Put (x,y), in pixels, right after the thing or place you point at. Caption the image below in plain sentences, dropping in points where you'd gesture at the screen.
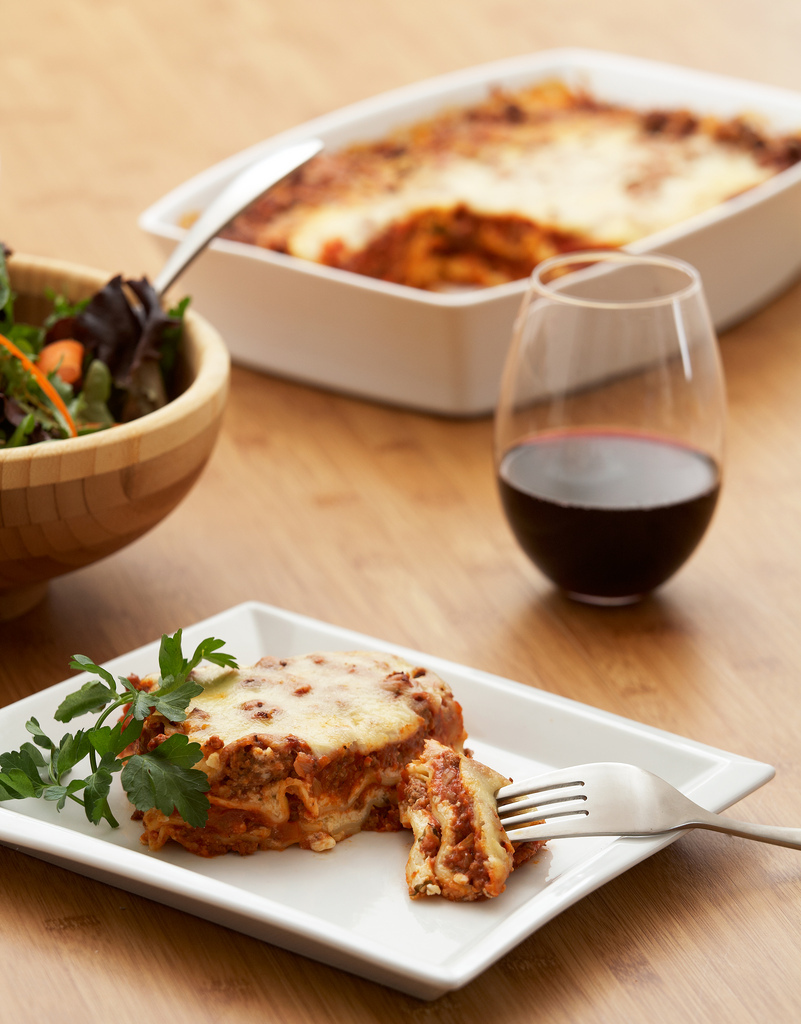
In this image food (306,743) is placed in a white plate (379,900) with a fork (539,813). In the background (130,386) there is also a bowl (131,372) of food (144,385) with a spoon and also a food (523,211) in the white container (500,315). There is also drink (621,462) in the glass (621,447) and these items (533,434) are placed on the wooden surface (523,576).
